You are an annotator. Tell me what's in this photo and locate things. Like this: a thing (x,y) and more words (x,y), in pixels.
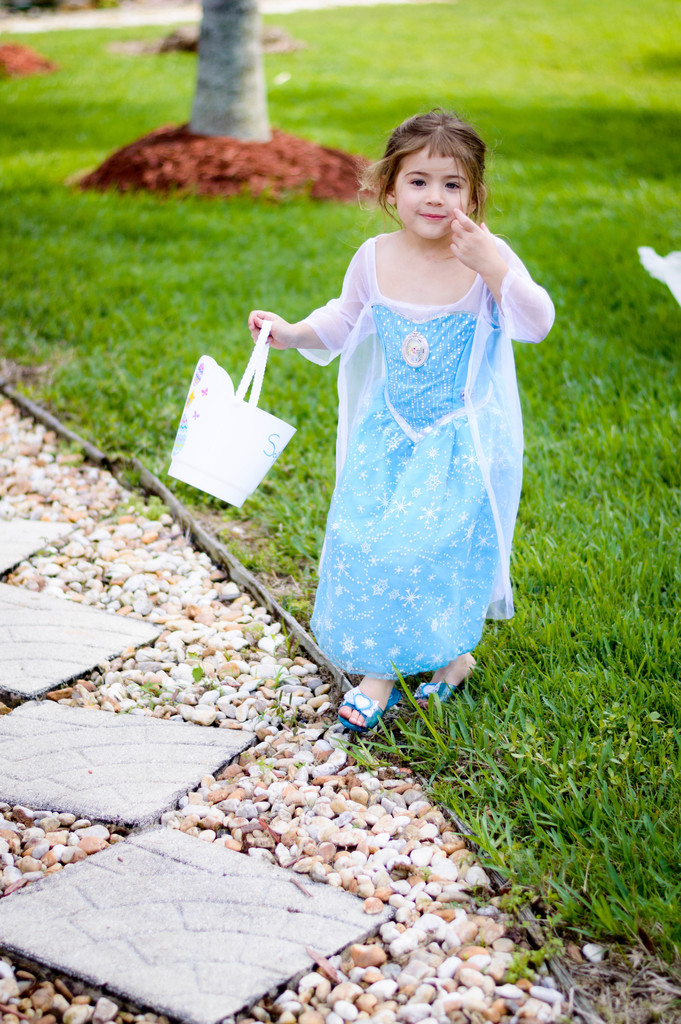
This image consists of a girl (425,543) wearing a blue dress (359,542) and holding a bag (217,388). At the bottom (392,889), we can see the stones (423,898) and green grass (526,754). In the background (249,62), there is a tree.
